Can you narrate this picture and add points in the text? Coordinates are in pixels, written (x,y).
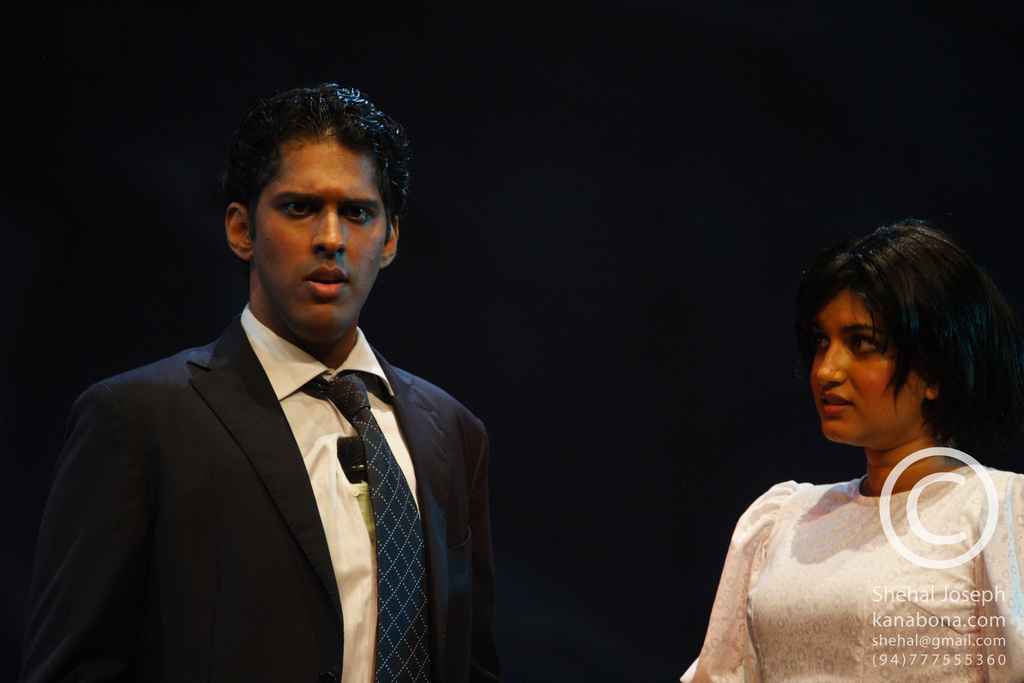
In this image we can see two persons (429,515), at the bottom of the image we can see some text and the background (747,443) it is dark.
